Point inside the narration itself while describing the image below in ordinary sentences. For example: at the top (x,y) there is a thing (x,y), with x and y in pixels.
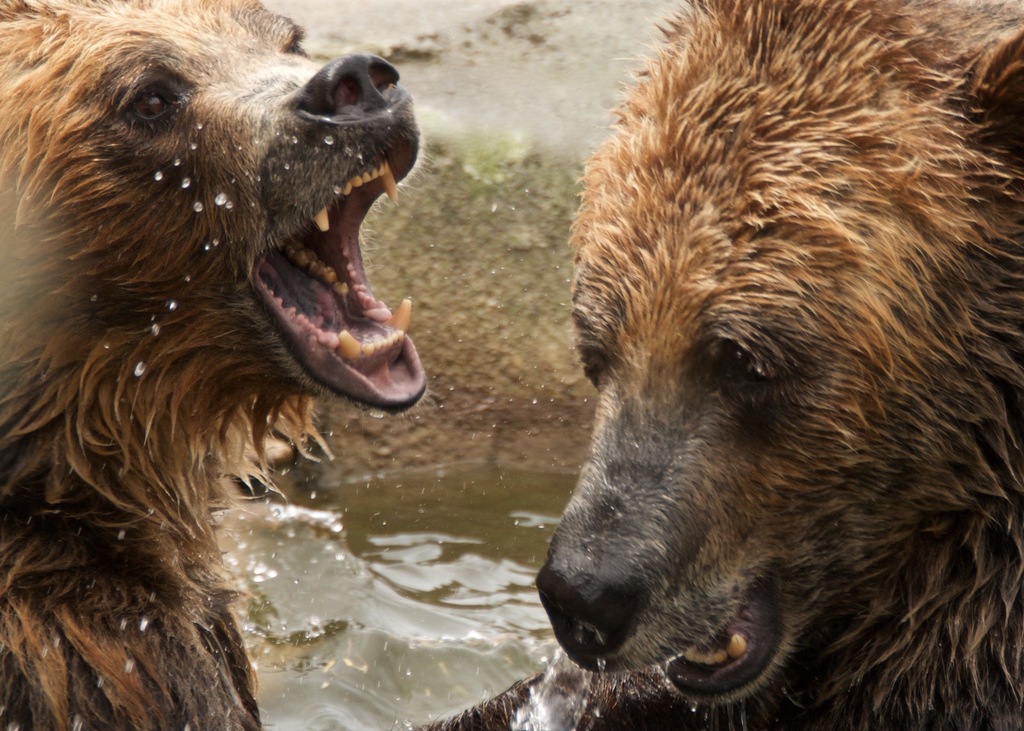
In this image we can see animals (804,565) and water (418,643).
